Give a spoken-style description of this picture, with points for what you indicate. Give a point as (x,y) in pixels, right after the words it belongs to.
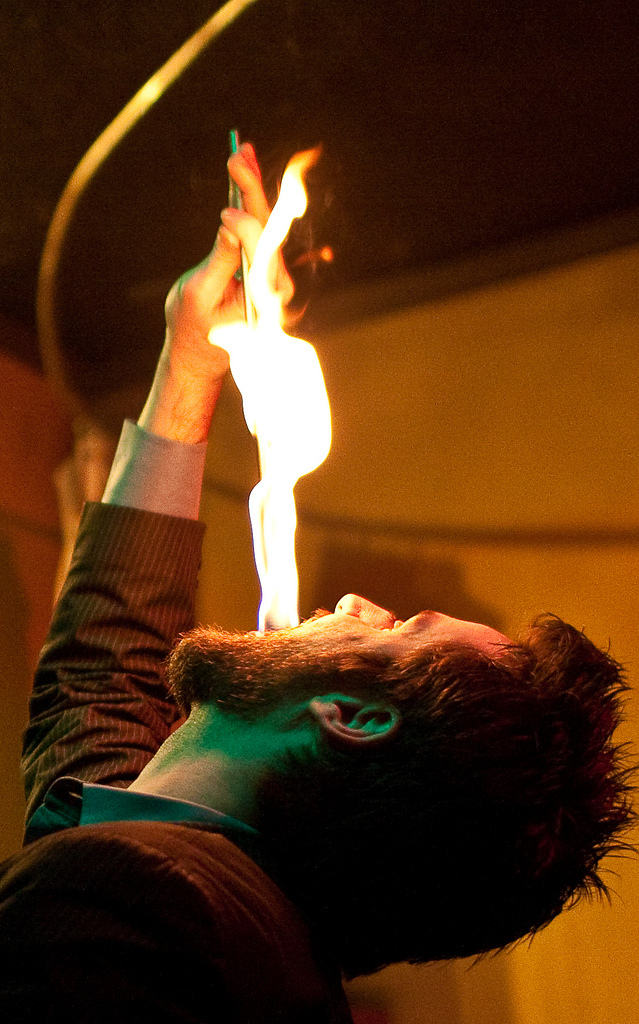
A man (252,769) is having fire (250,513) from the mouth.
